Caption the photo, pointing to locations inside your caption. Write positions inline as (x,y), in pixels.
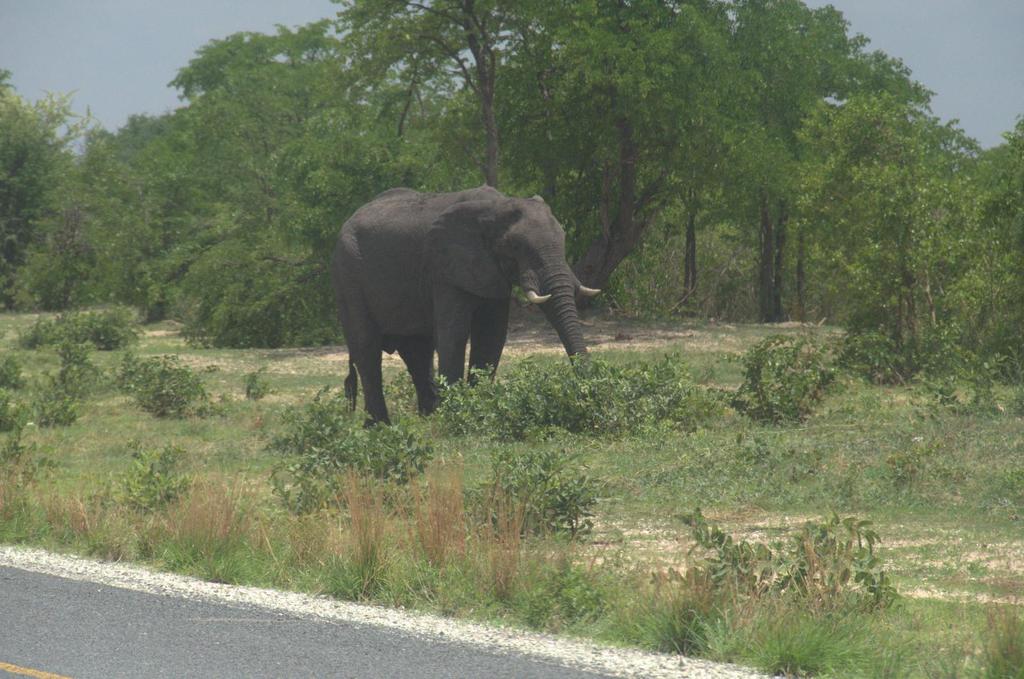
In this image I can see a black color elephant (498,280). Back I can see few trees (539,17) and the green grass (656,437). The sky (199,32) is in blue color.
